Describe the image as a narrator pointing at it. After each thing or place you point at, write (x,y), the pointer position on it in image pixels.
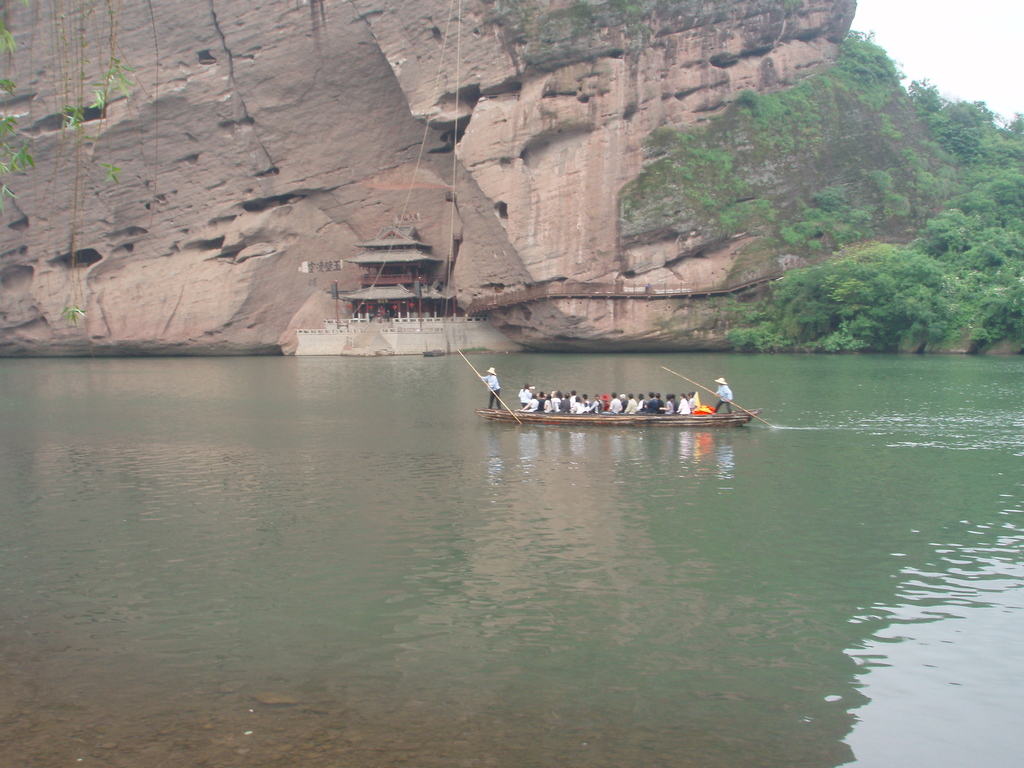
In the center of the image (575,404) there are persons (629,406) in boat (603,418) sailing on the river (625,500). In the background (822,285) we can see hill (726,130), trees (961,160), temple (396,294) and sky (897,51).
